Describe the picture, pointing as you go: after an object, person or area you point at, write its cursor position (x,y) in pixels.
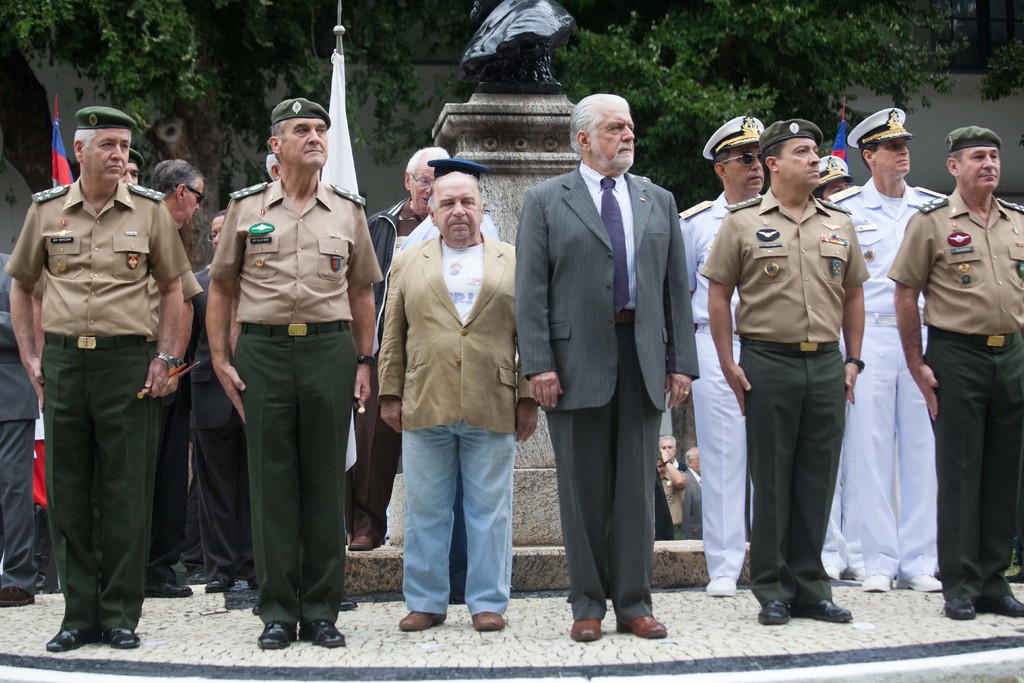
In the middle (624,301) a man (624,301) is standing, he wore coat (649,365), tie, shirt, trouser (621,472), shoes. Beside him few other men (412,242) are standing, they wore caps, behind them there are trees (689,114).
